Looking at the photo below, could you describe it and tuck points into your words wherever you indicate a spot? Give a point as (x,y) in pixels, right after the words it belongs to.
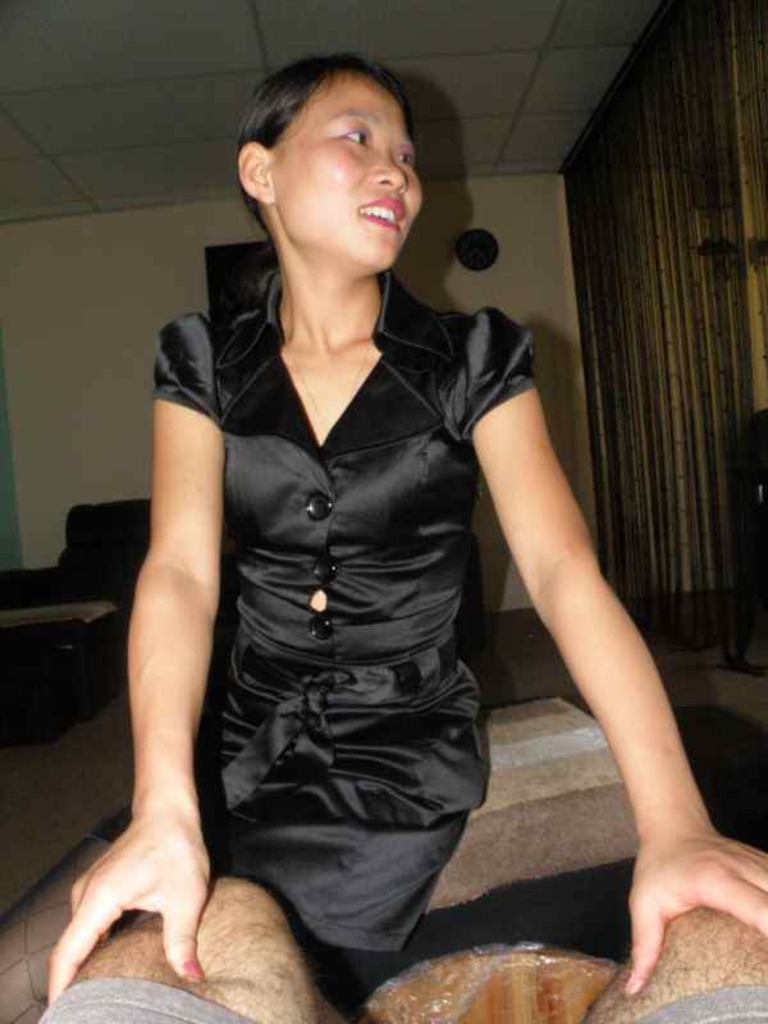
In this image, I can see the woman (366,685) sitting on the stool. At the bottom of the image (273,975), I can see a person's legs (279,983). On the right side (637,597) image, these look like the curtains (641,268). At the top of the image (470,66), I can see the ceiling (510,131). In the background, It looks like an object (478,251), which is attached to a wall (461,268). On the left side of the image (83,590), I can see a couch (71,586).
